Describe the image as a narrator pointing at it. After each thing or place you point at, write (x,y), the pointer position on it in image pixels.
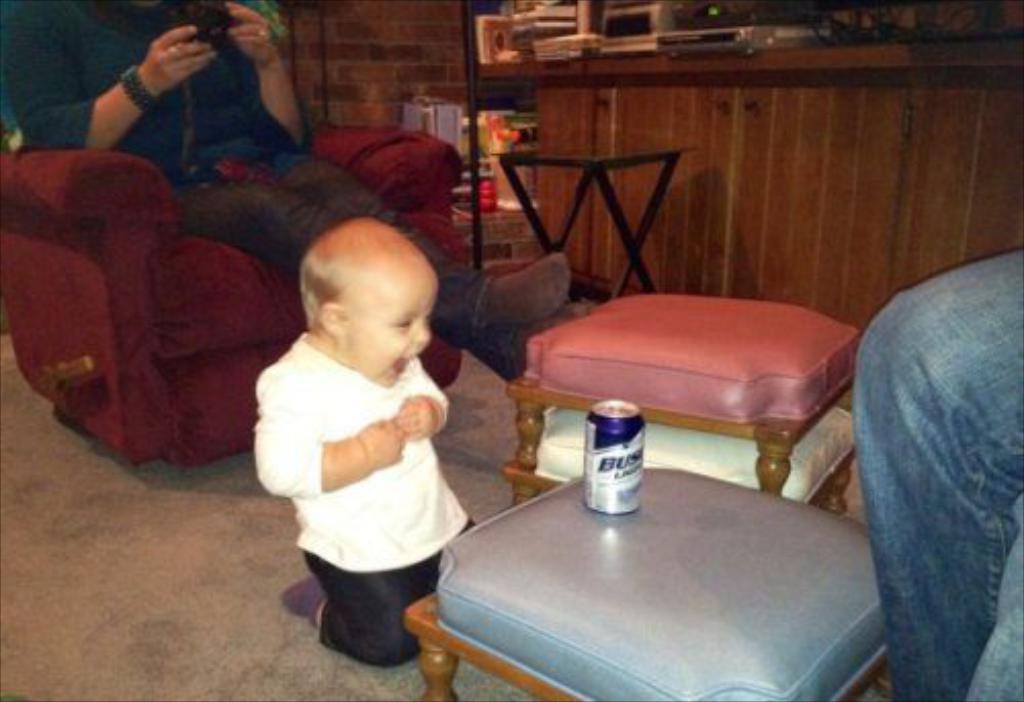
This image is clicked in a room (289,550). There is a kid (345,544) in the middle (358,466). In front him, there is a table (633,547) on which a tin (622,466) is kept. To the left (172,145), the man (167,154) is sitting in sofa (133,275). Sofa (80,331) is in red color. To the right (821,128), there is a desk (672,90) on which many things (553,11) are kept.
